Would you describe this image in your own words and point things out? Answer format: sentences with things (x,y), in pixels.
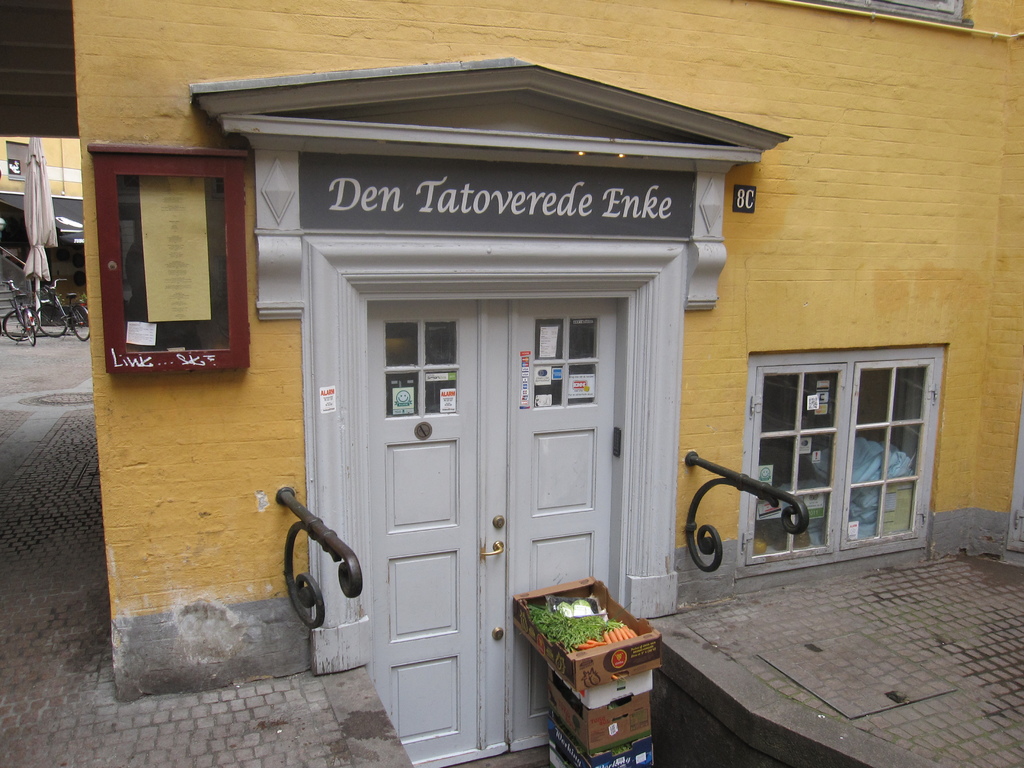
This image consists of a building (638,477). In the front (488,594), we can see a door (469,596) in white color. On the left (162,303), there is a cupboard (128,246). On the right (866,462), there is a window (831,501). At the bottom (610,752), there are boxes (584,666) in which there are vegetables (605,636). At the bottom (254,741), there is a road (70,752). The wall (193,390) is in yellow color.
